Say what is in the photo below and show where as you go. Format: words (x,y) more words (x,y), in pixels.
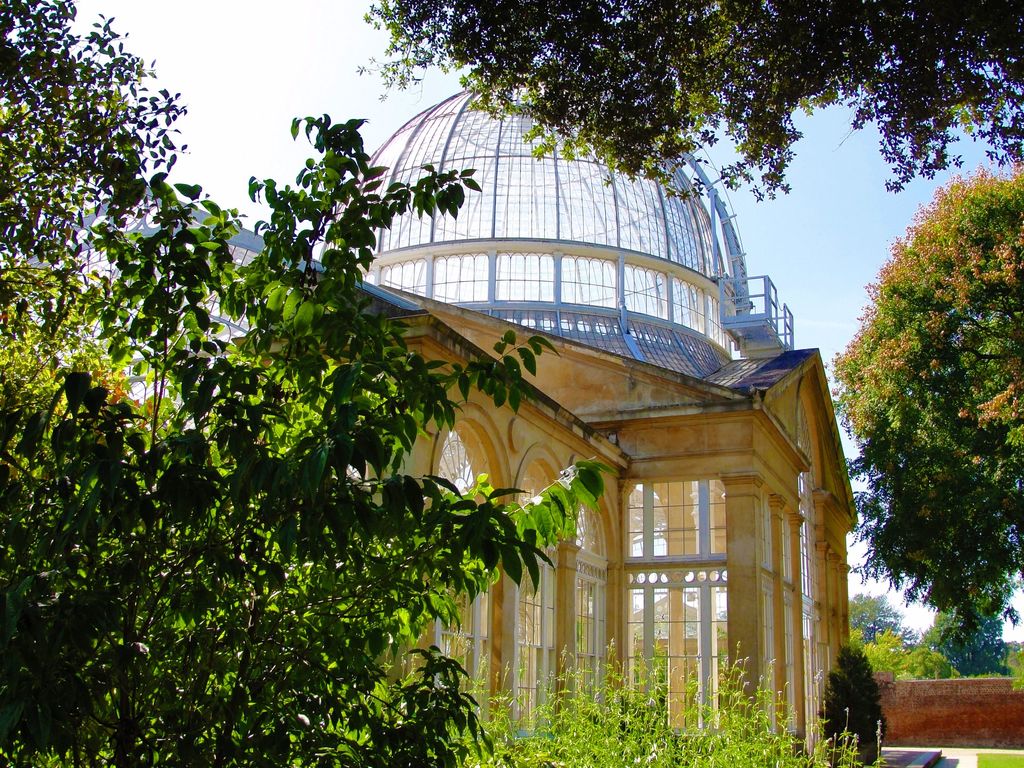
In the image there are many trees (907,441). Behind them there is a building (469,445) with walls (535,422), arches (437,449), glasses (689,591) and roofs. And also there is a small wall (979,739). In the background (194,117) there is sky (206,111).
